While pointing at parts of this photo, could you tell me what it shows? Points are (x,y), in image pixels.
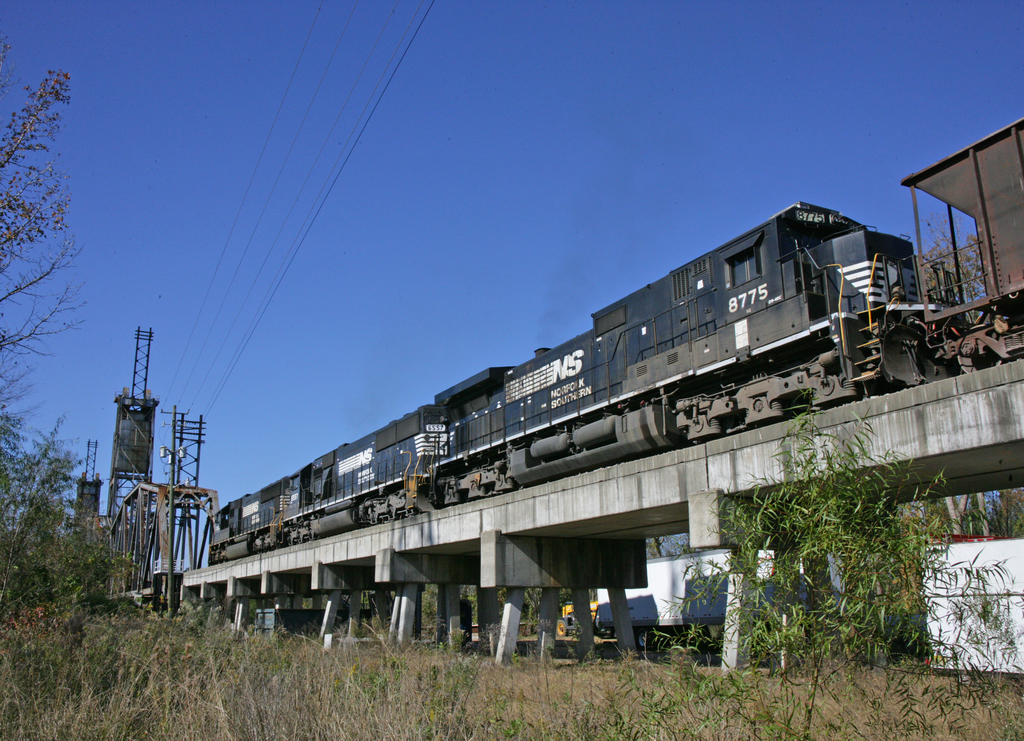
Here in this picture we can see a train (659,416) present on the track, which is present on the bridge (377,525) over there and we can see some electric poles (171,423) and we can also see grass (242,634) and plants (77,555) present all over there.
